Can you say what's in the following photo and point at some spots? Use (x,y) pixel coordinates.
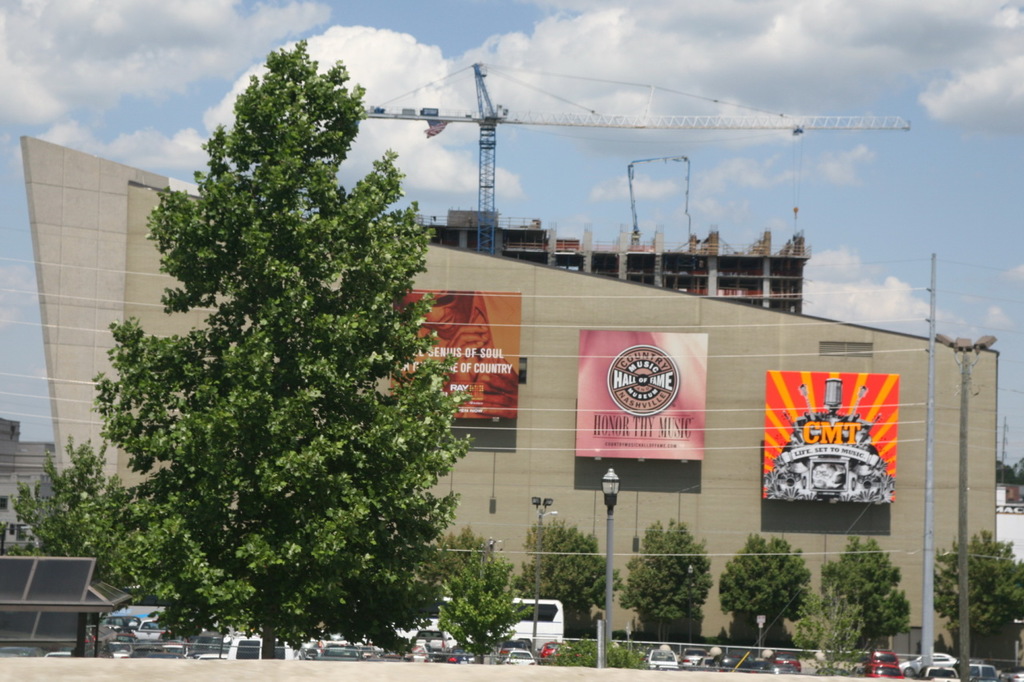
In this image in the middle (457,379), there are trees (838,655), posters (603,396), buildings (554,286), tower (491,120), poles (930,336), street lights (961,373), cars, vehicles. At the top (958,187) there is sky (875,152) and clouds (633,52).
